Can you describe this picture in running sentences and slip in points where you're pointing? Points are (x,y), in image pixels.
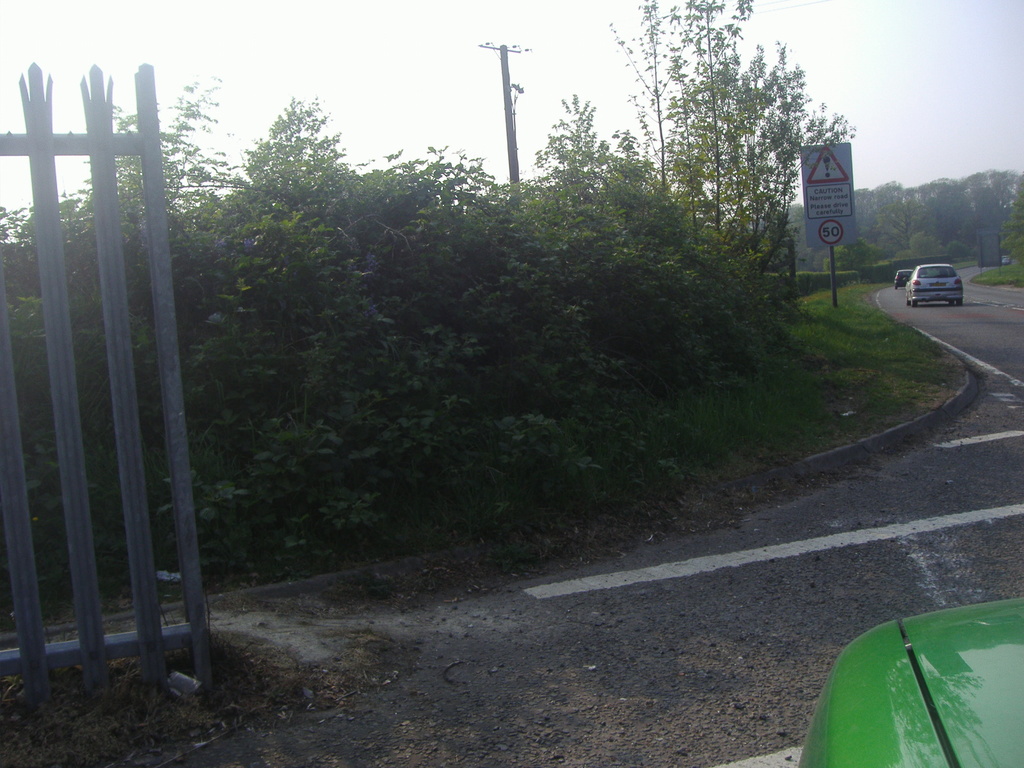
In the center of the image (362,406) there are trees (790,320) and we can see a board (834,162). On the left (93,555) there is a fence (156,168) and we can see cars (953,294) on the road (844,488). There is a pole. In the background (490,86) there is sky (885,60).
